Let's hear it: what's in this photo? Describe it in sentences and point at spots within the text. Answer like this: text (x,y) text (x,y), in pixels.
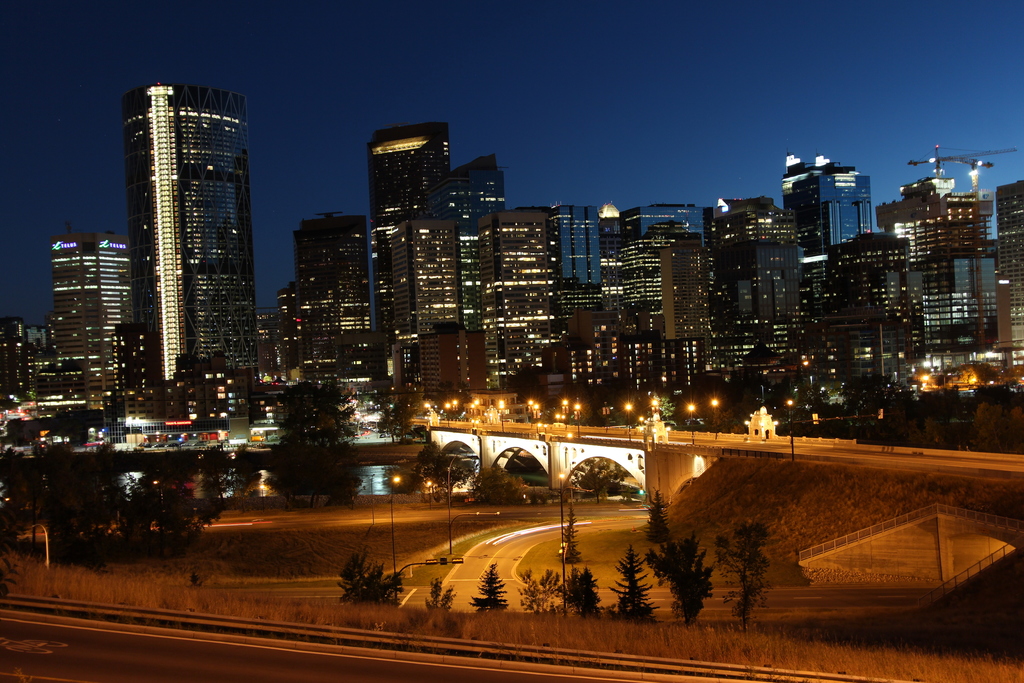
In this picture I can see at the bottom (625,581) there are trees (581,572), in the middle (597,448) there is a bridge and there are buildings (574,323) with lights (427,274), at the top (583,86) there is the sky (595,150).
